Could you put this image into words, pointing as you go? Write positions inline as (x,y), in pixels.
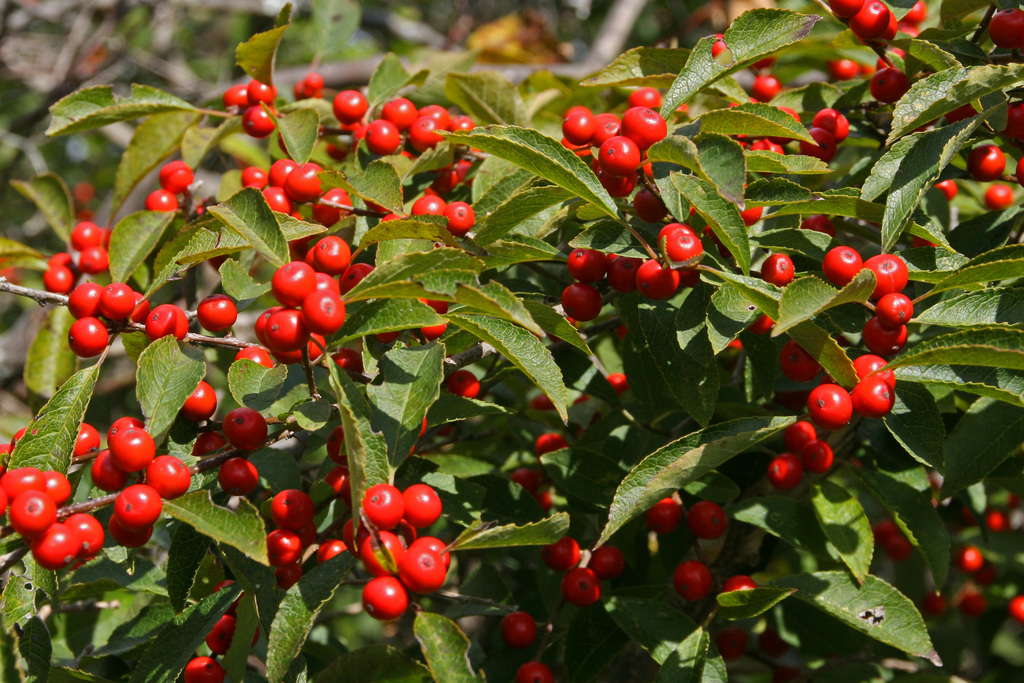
In this picture we can see a few red color fruits (291,312), green leaves (136,246) and stems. Background (6,345) is blurry.
